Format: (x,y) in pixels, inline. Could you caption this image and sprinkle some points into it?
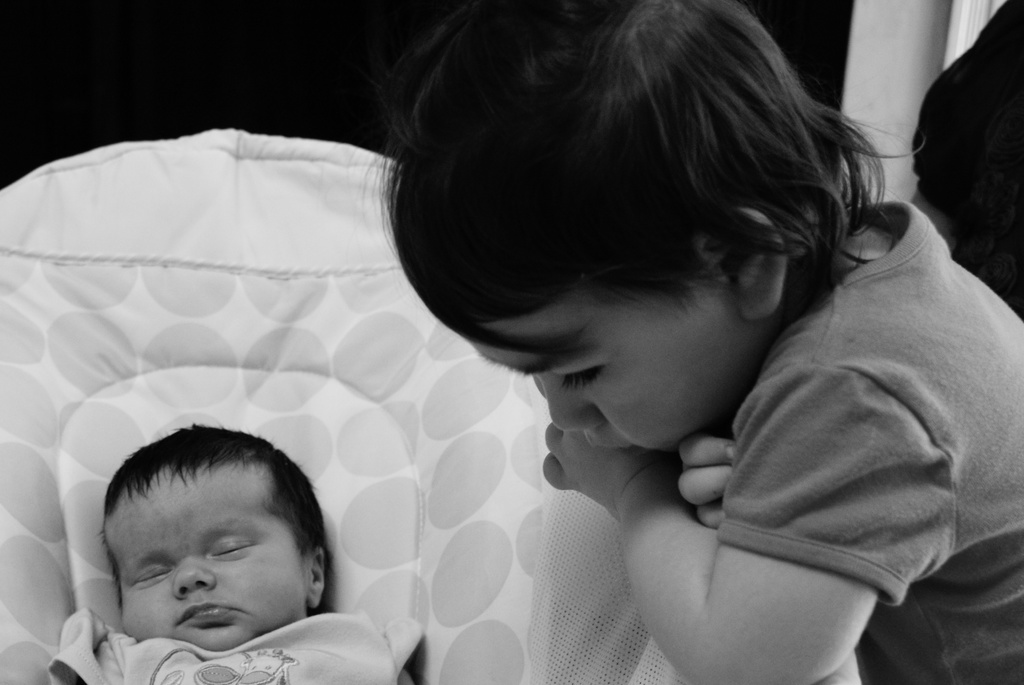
This is a black and white image. In this image there is a girl (711,628) standing beside a baby (171,600).
